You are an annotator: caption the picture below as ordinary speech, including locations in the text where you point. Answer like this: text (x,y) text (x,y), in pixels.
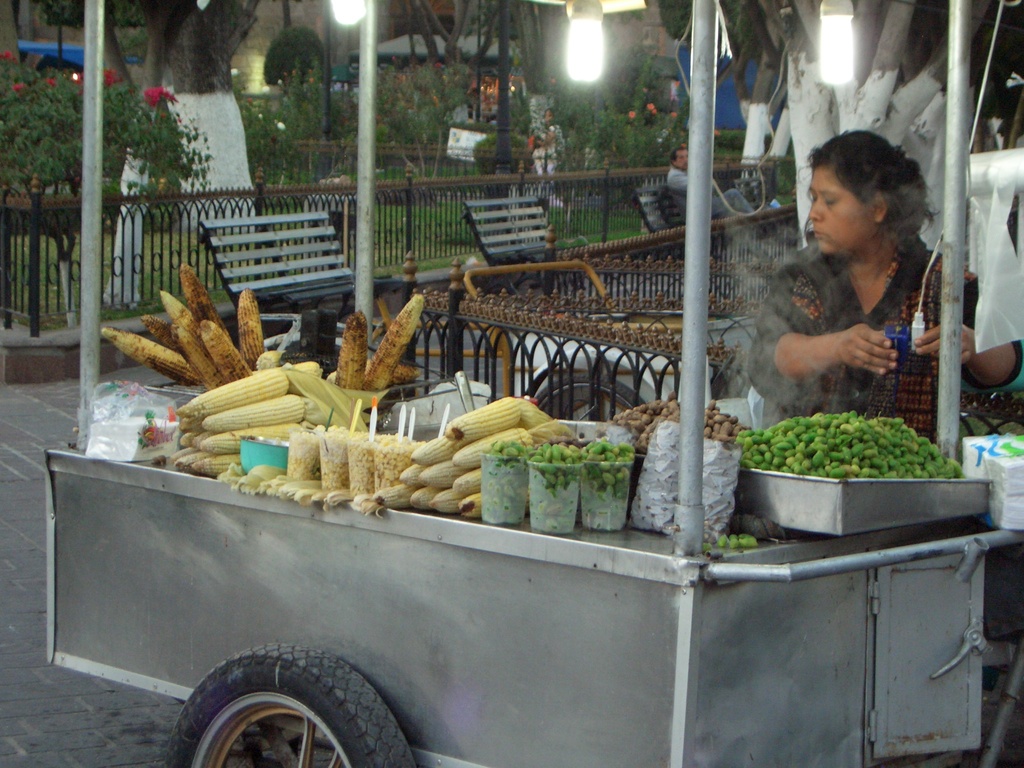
In this picture I can see a woman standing and holding an object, there is a stall (90,286) of corn cobs (324,413), spoons (355,428), tissue papers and some other objects (571,473), there are group of people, there are benches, lights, iron grilles (464,241), and in the background (3,14) there are trees (208,154).
